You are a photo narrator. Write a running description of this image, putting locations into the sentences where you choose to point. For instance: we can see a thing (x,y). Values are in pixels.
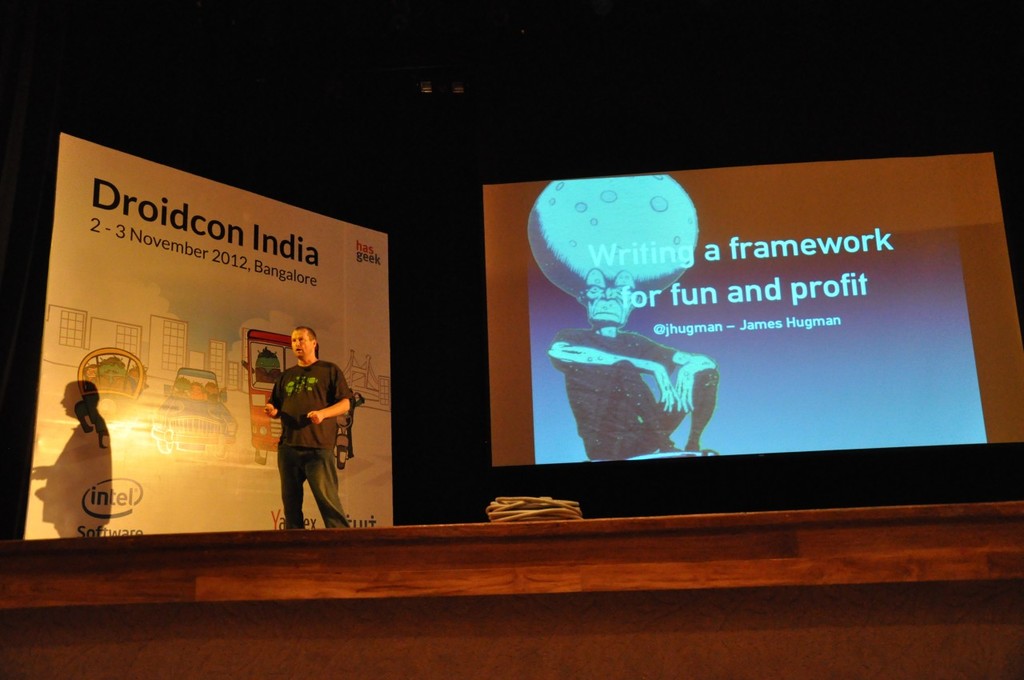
As we can see in the image there is a screen (987,388), banner (208,459), a person (279,447) wearing black color t shirt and there is a cable (539,499).
